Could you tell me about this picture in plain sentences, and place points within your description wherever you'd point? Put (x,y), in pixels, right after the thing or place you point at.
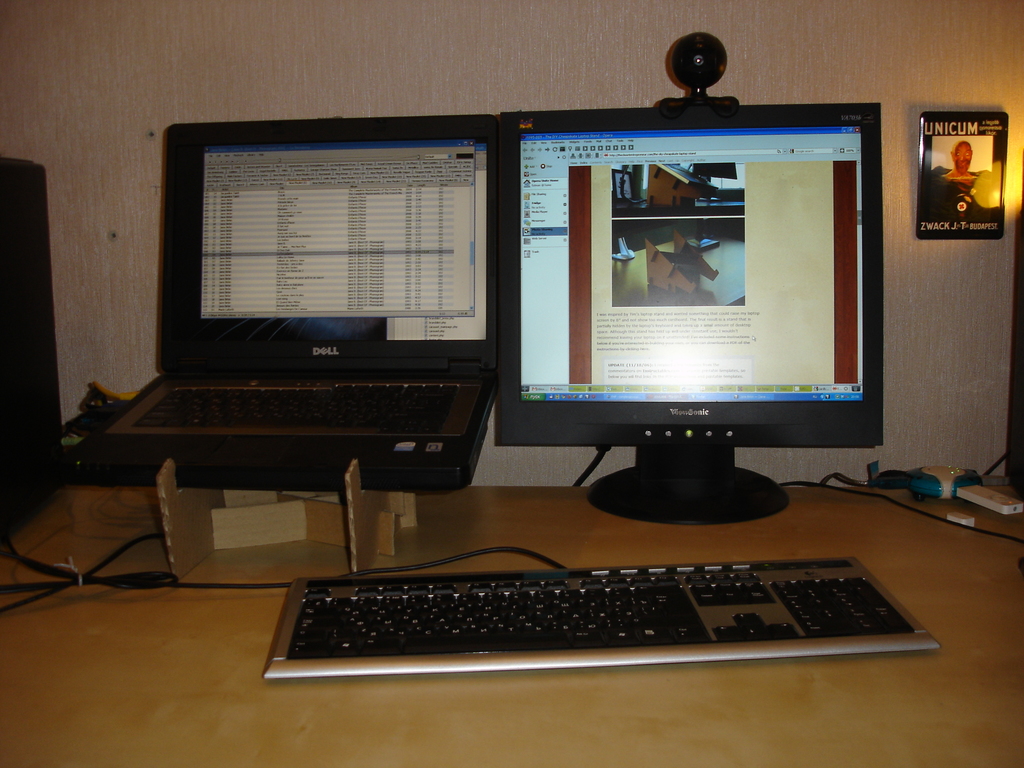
In this image I can see a keyboard (704,565), a monitor (651,303) and a laptop (359,302) on the table (318,570).
